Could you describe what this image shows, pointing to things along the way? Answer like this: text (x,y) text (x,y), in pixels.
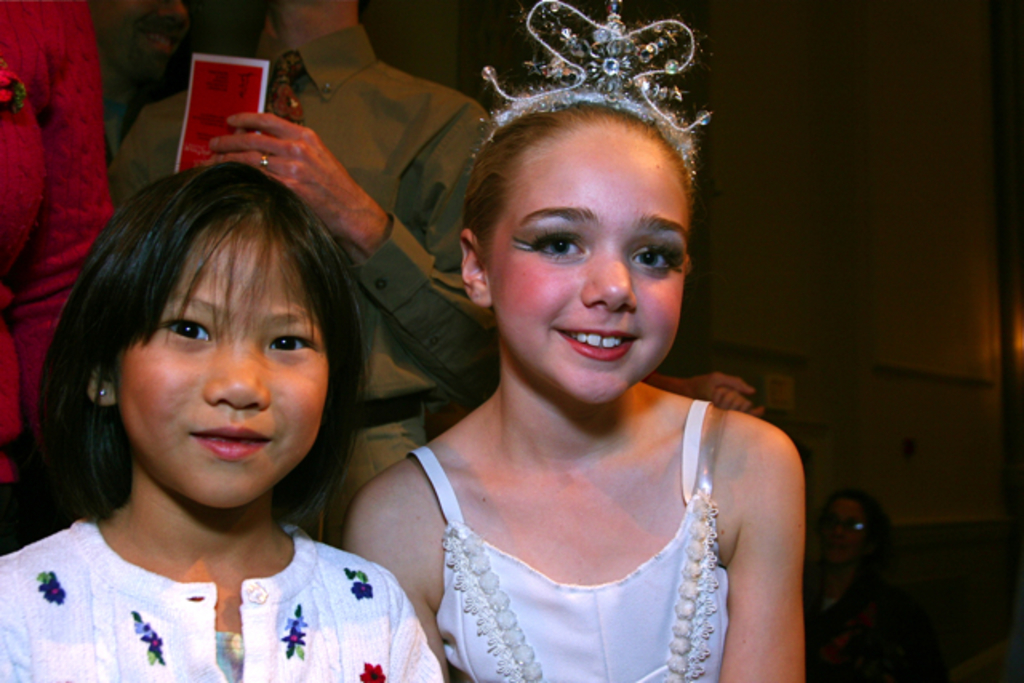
In this image I can see group of people (564,345) standing. In front (499,498) the person (262,482) is wearing white color dress (516,578), background (427,149) the other person (444,164) is wearing brown color dress (389,130) and holding a red color paper (244,107) and I can see dark background (845,142).
